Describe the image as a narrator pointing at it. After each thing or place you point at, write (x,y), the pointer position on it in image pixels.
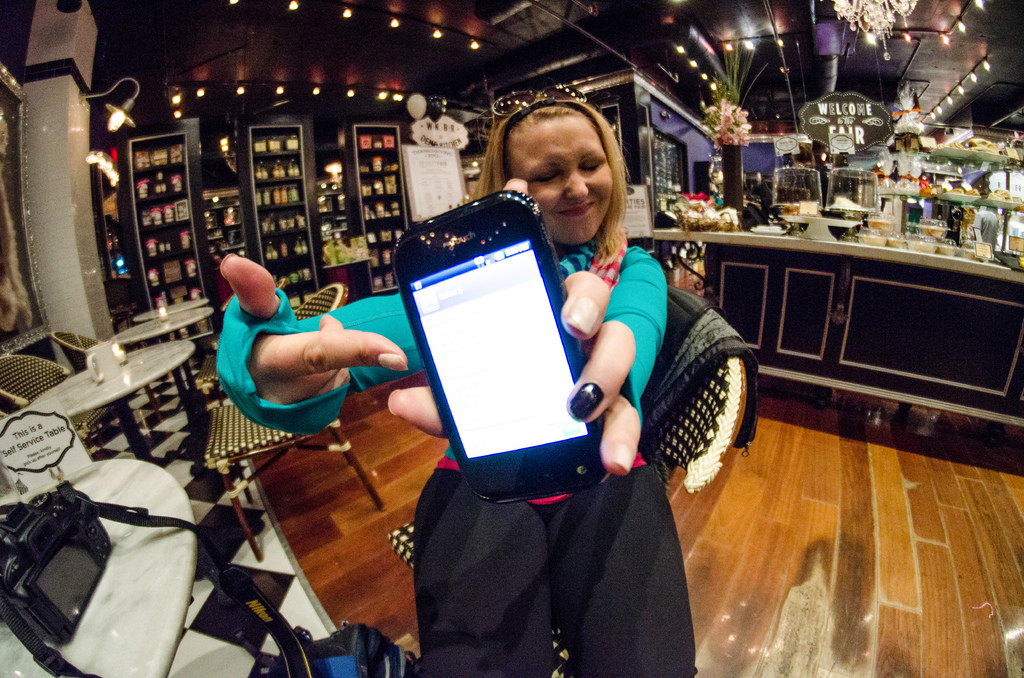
In this image there is a woman (415,347) holding a mobile (440,353) in her hand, in front of the woman (251,336) there is a camera (83,541) on the table (153,580) and there are some other objects (59,468) on the tables (147,333), in front of the tables (171,356) there are empty chairs (206,402), beside the chairs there are a few objects (279,199) on the shelves (393,160), at the top of the image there are lights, behind the woman (573,277) there is a counter (893,258) with some food items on it.
